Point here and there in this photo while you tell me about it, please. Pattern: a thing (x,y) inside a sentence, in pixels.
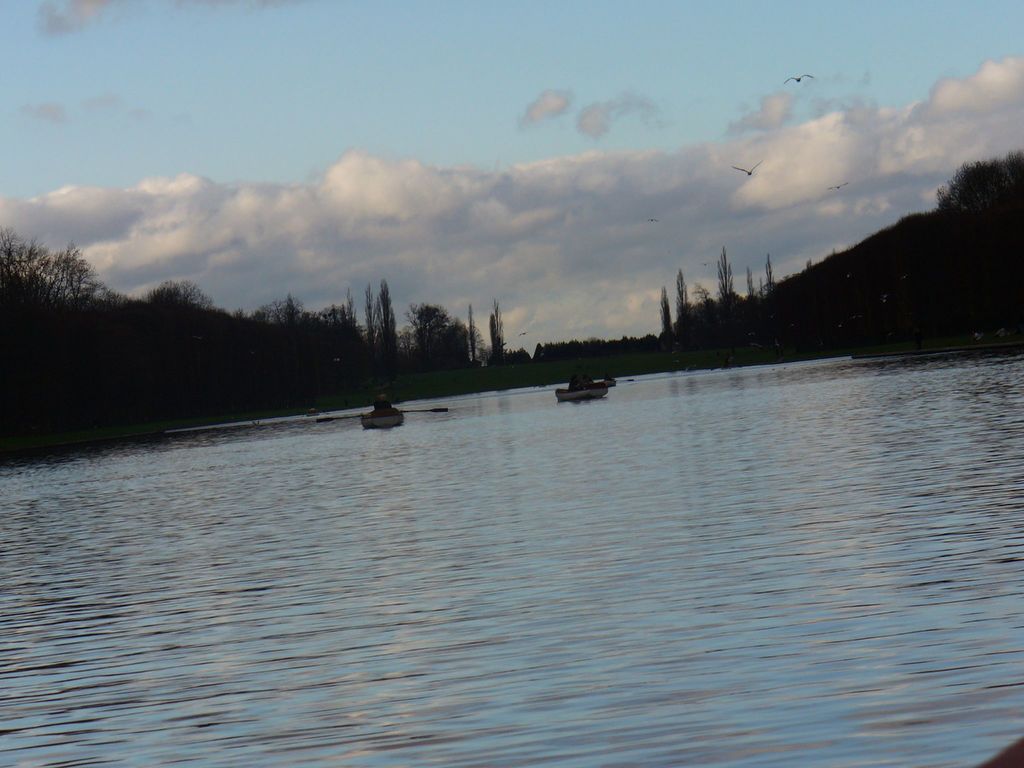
In this picture I can see many boats (369,417) on the water (660,482). In the boat (385,416) I can see some peoples (379,404) were sitting. In the background (636,357) I can see many trees (27,346), plants (44,379), grass (141,433) and river (726,485). On the right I can see some birds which are flying in the sky (787,198). At the top (456,116) I can see sky (511,79) and clouds (526,178).
